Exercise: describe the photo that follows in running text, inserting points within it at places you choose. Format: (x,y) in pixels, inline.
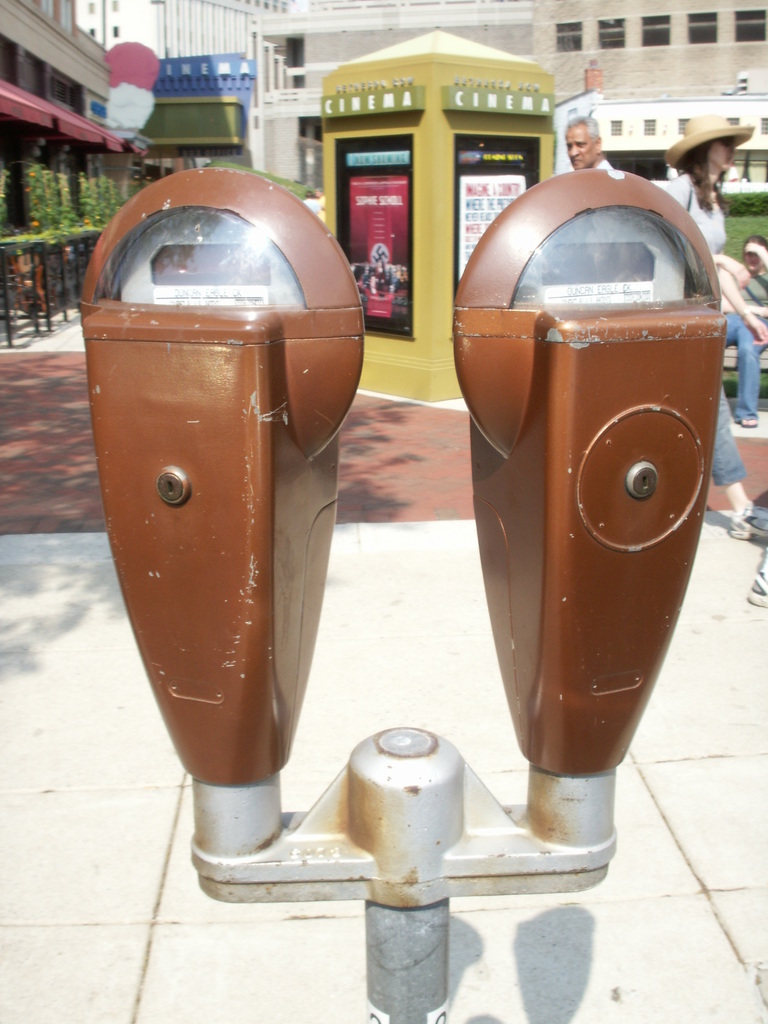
In the center of the image (262,642), we can see a parking meter (517,510) and in the background (217,112), there are buildings (134,35) and we can see plants (38,201), railings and there is a booth (430,218) and some posters (408,212) on it and there are some people (697,174) and one of them is wearing a hat (700,140). At the bottom (90,858), there is a road (124,872).
